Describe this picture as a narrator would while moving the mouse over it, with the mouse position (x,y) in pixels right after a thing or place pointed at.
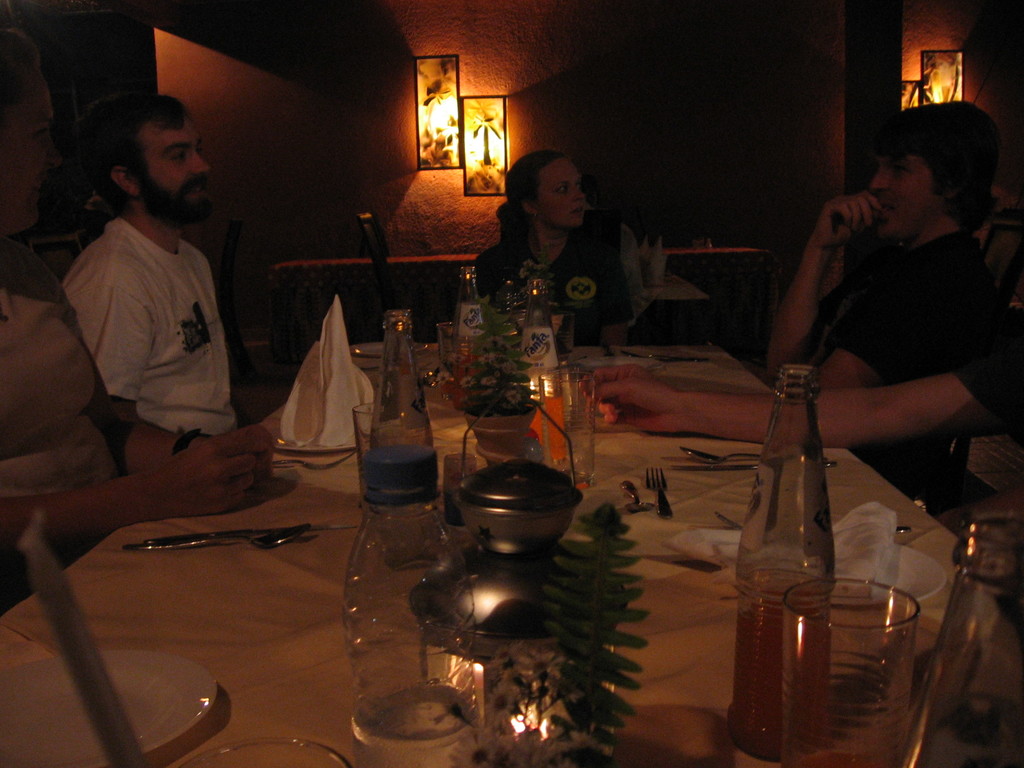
In the center of the image (344,512) a table (705,503) is there. On the table (684,503) we can see a bottle (776,565), glass (813,658), lamp (526,492), fork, spoon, plates (191,694), cloth (314,409) are present, beside the table (290,546) some persons (895,397) are sitting on a chair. At the top of the image (429,78) we can see a wall (578,70), frame (487,104) are present.
